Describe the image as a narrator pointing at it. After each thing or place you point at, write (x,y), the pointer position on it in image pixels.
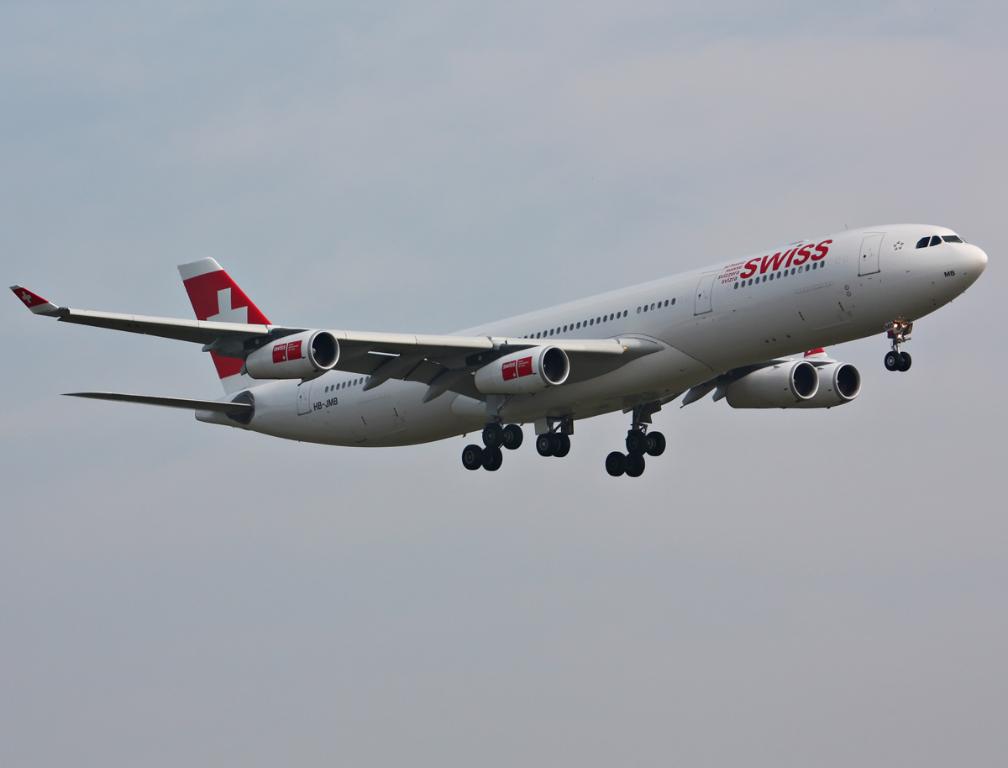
In this picture we can see an airplane (753,296) in the air (585,150). In the background of the image (765,129) we can see the sky (715,161).
